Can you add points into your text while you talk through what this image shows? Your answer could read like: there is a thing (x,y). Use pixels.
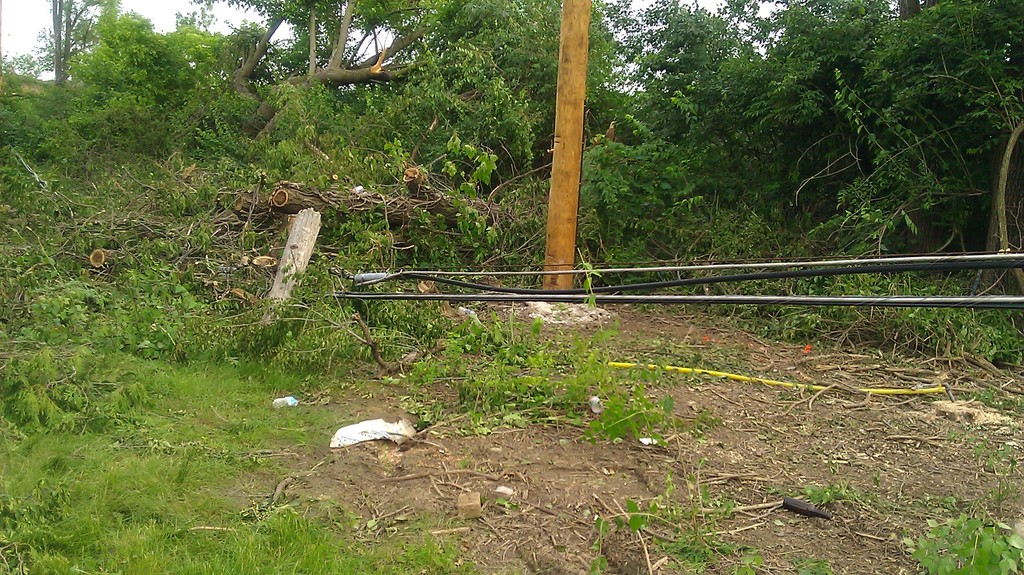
In this image I can see there are trees (353,132). In the middle (560,212) there is an object (567,2) in gold color. In the middle (398,276) there are pipes (682,299) in black and stainless steel color.
